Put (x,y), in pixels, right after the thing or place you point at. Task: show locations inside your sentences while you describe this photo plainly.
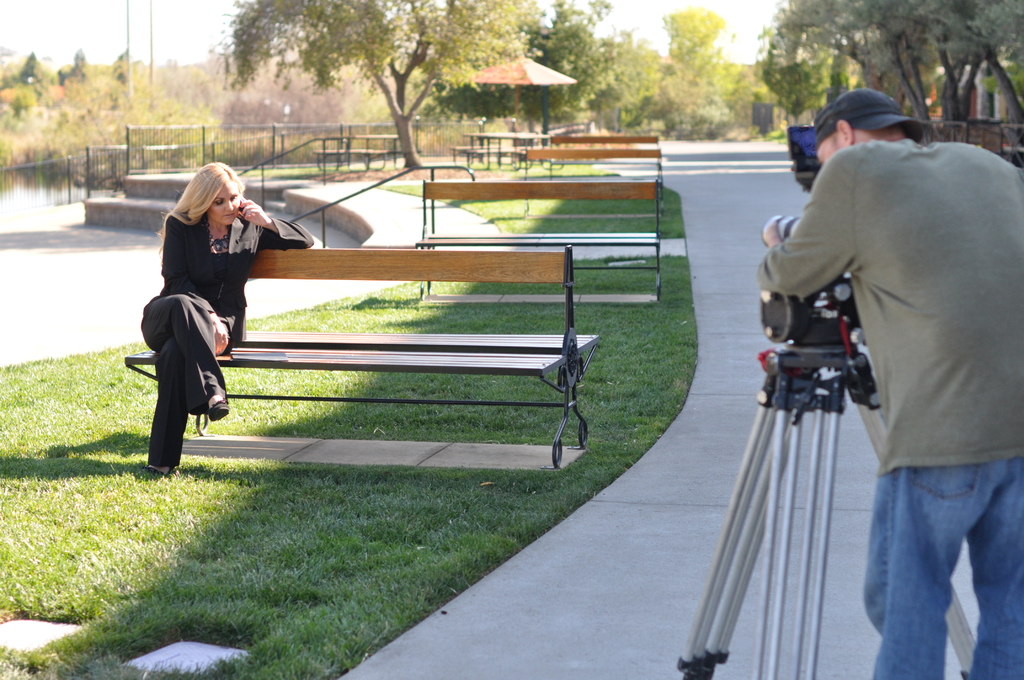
As we can see in the image there are trees (489,56), benches (430,245) and a girl (221,304) sitting over here and the man (906,236) who is standing here is looking at camera.
